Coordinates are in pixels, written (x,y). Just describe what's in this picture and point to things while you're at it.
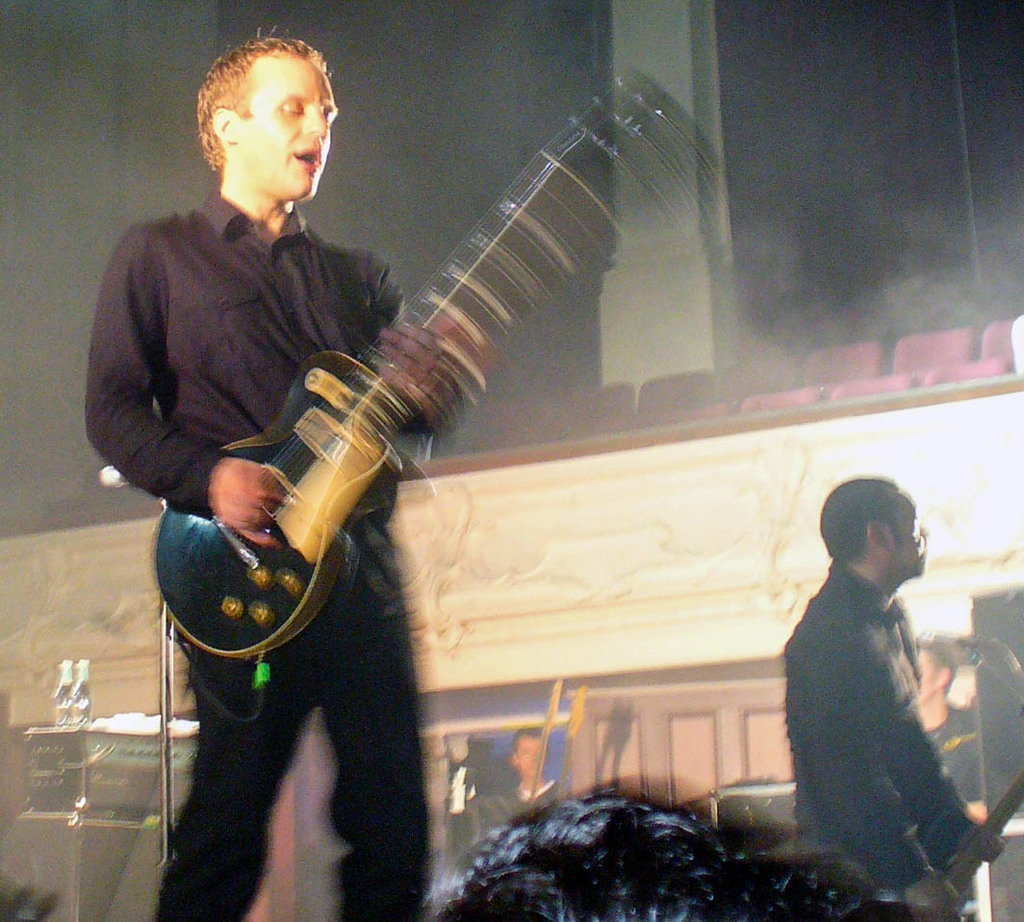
In this picture there is a person (443,362) who has singing, holding the guitar (220,622) in his hands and playing it and there's another person (879,607) who is standing here, holding a object (951,878) in his hand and the building (793,493) in the background (688,691) this also a wall (701,516).
